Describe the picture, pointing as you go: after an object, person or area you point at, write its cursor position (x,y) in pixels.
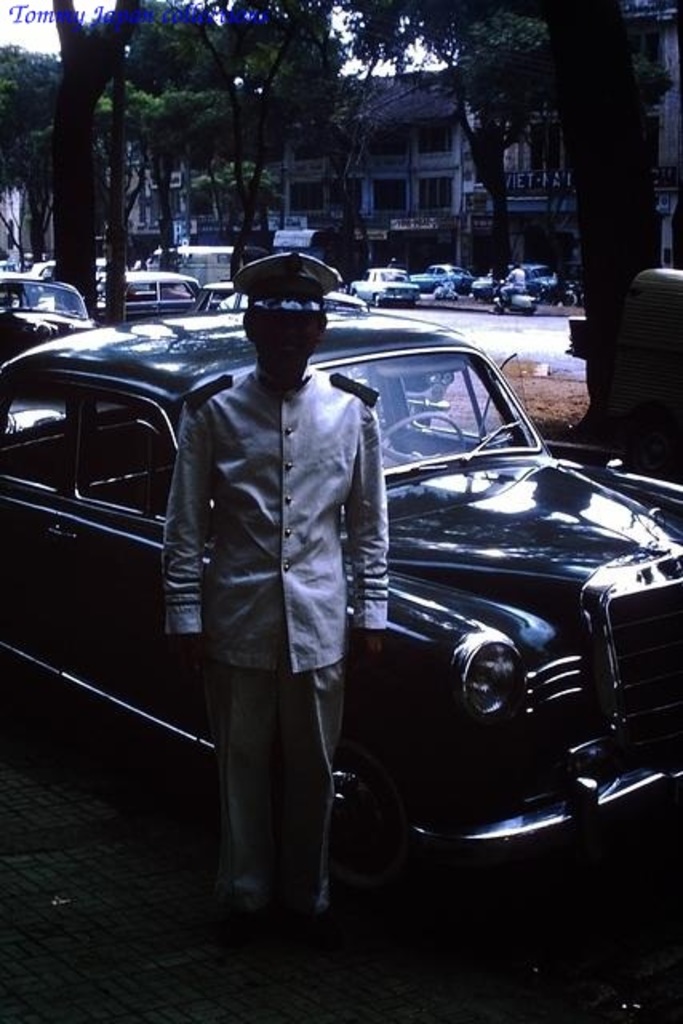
As we can see in the image there is a person (312,565) standing in the front (282,473), cars (653,666), trees (31,226), motorcycle (506,305) and buildings (542,160).
